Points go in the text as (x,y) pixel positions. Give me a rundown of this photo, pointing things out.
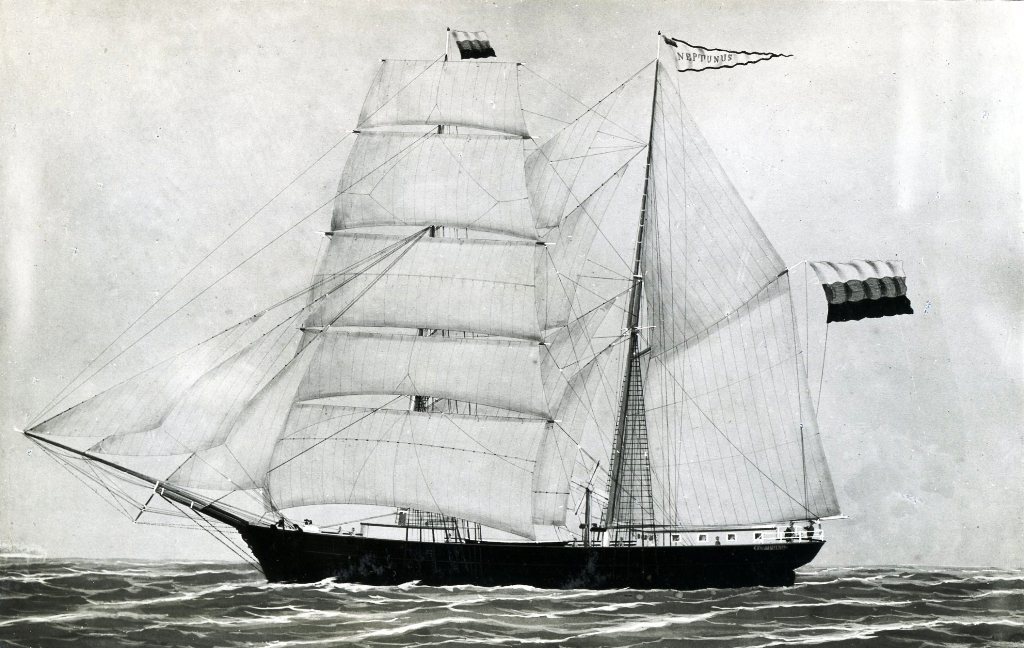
Here we can see black and white image, in it we can see a ship (650,539) in the water (623,610), on the ship (785,295) we can see the flag (835,287). Here we can see the sky (146,151).
